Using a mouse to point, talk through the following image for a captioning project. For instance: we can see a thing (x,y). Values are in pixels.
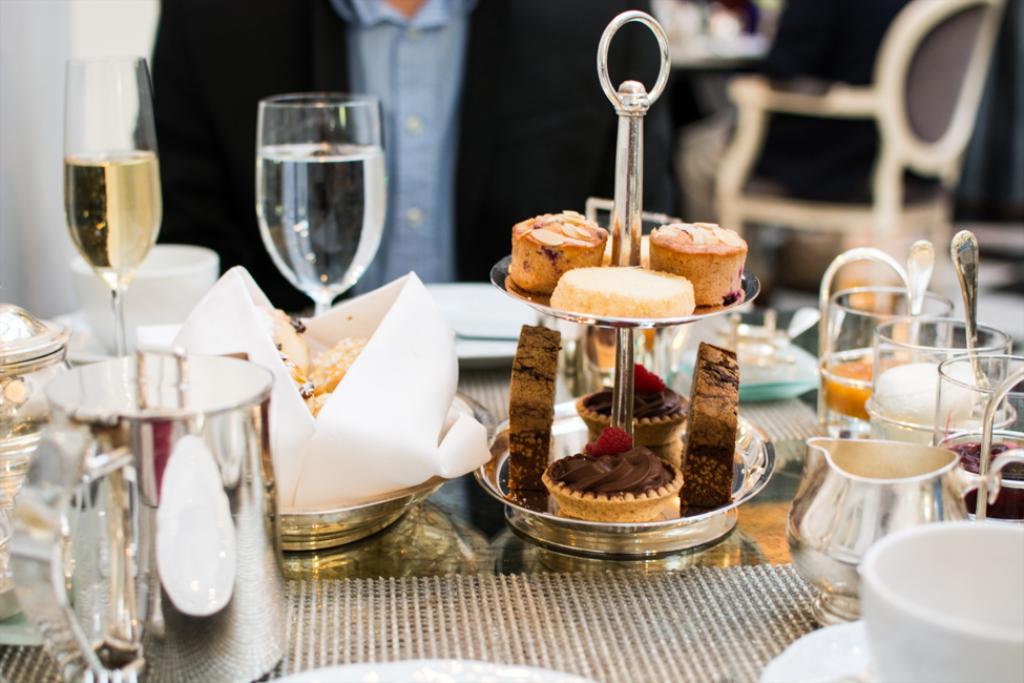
In this image we can see a table (434,549) with mat (486,589). On the table (422,528) there are glasses (93,201), jug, plates (673,466) with food items (669,392) and many other things (433,434). In the background (528,110) it is looking blur and there is a person (419,99).
